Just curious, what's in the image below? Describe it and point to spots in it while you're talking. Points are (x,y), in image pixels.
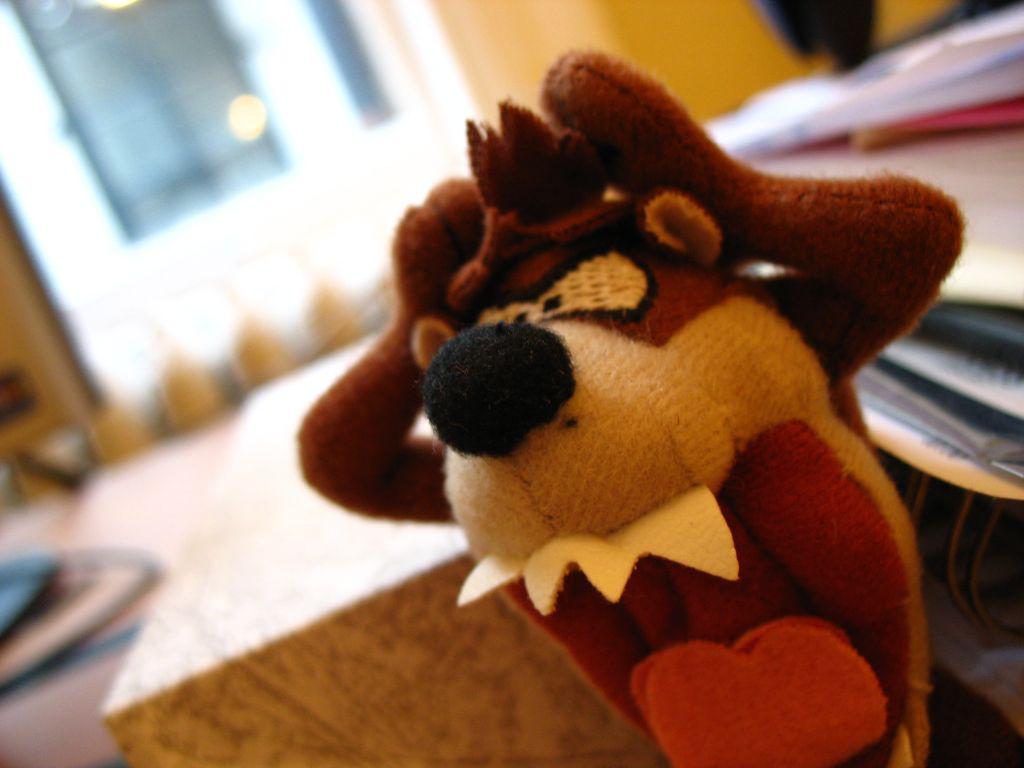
In this picture I can see a doll (638,467) in the middle (671,466), in the background (174,266) there is the blur.
